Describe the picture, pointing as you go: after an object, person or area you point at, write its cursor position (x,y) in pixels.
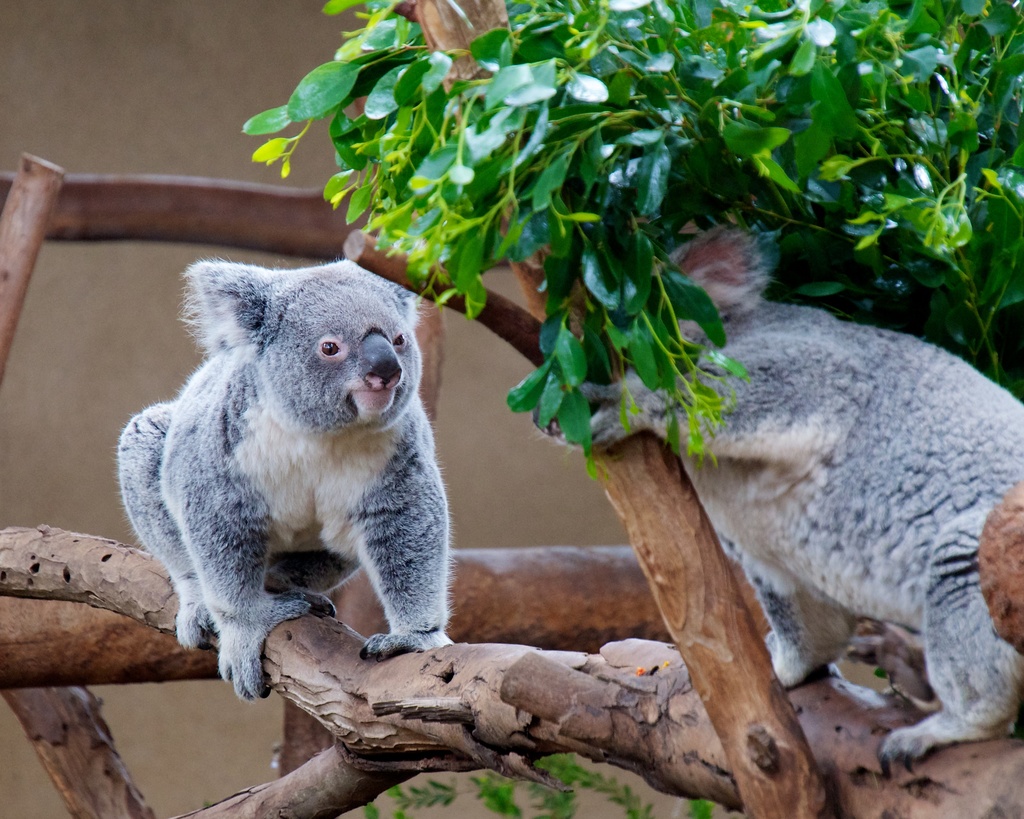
In this picture I can see the two animals (989,642) in the middle (403,543), there are branches (877,625) of a tree (561,578). On the right side (1001,204) there are green leaves (573,236).
